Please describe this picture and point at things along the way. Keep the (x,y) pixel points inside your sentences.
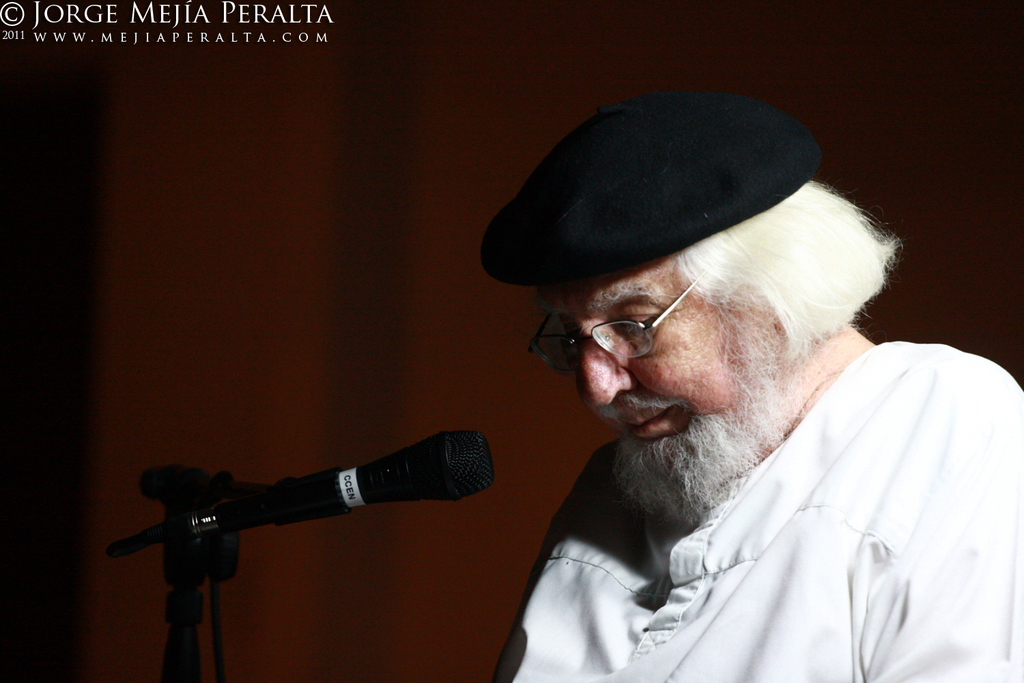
In this picture there is a man (921,418) who is wearing black cap (734,163), white shirt (776,603) and spectacle (623,337). In front of him there is a mic (448,479). In the background (472,384) we can see the red cloth (500,468). In the top left corner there is a watermark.
